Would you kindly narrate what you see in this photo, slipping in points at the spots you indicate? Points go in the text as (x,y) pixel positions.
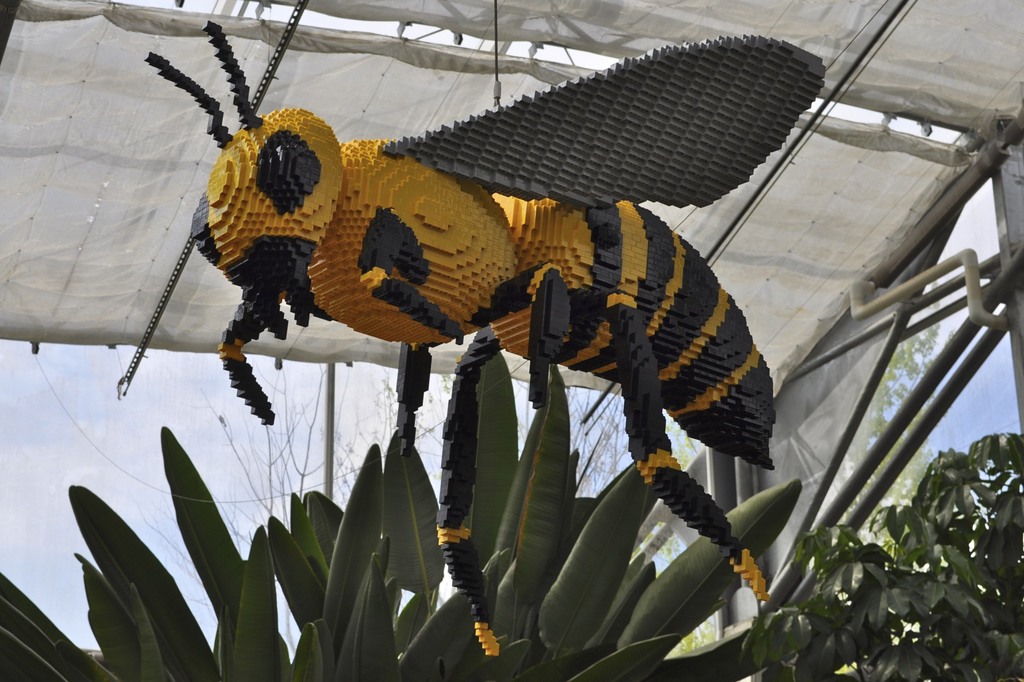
In this picture there is a yellow and black color honey bee statue (487,245) hanging from the white curtain ceiling shed (830,236). On the bottom (420,534) front side there are some plants (898,618).
